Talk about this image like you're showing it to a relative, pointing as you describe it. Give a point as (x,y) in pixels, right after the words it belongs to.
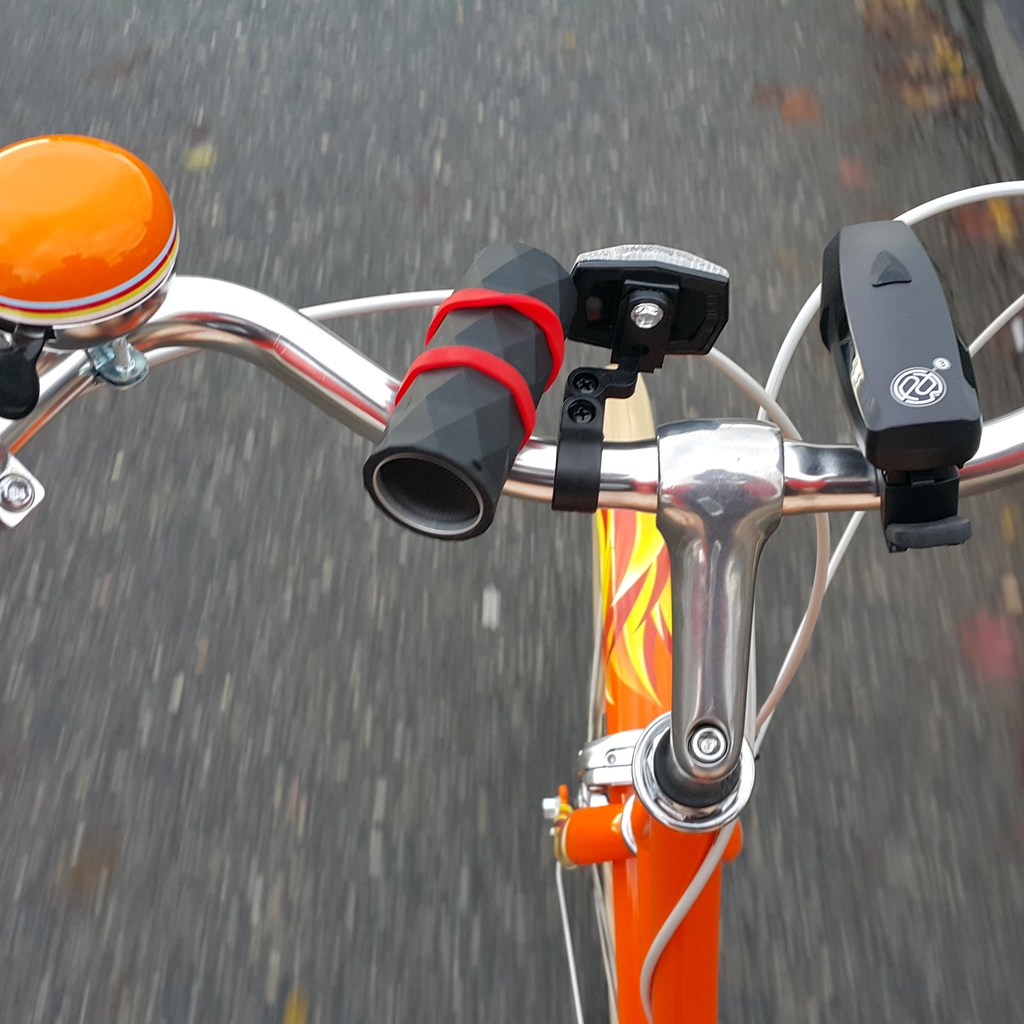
In this picture we can see a bicycle (666,529) on the road (571,176).
